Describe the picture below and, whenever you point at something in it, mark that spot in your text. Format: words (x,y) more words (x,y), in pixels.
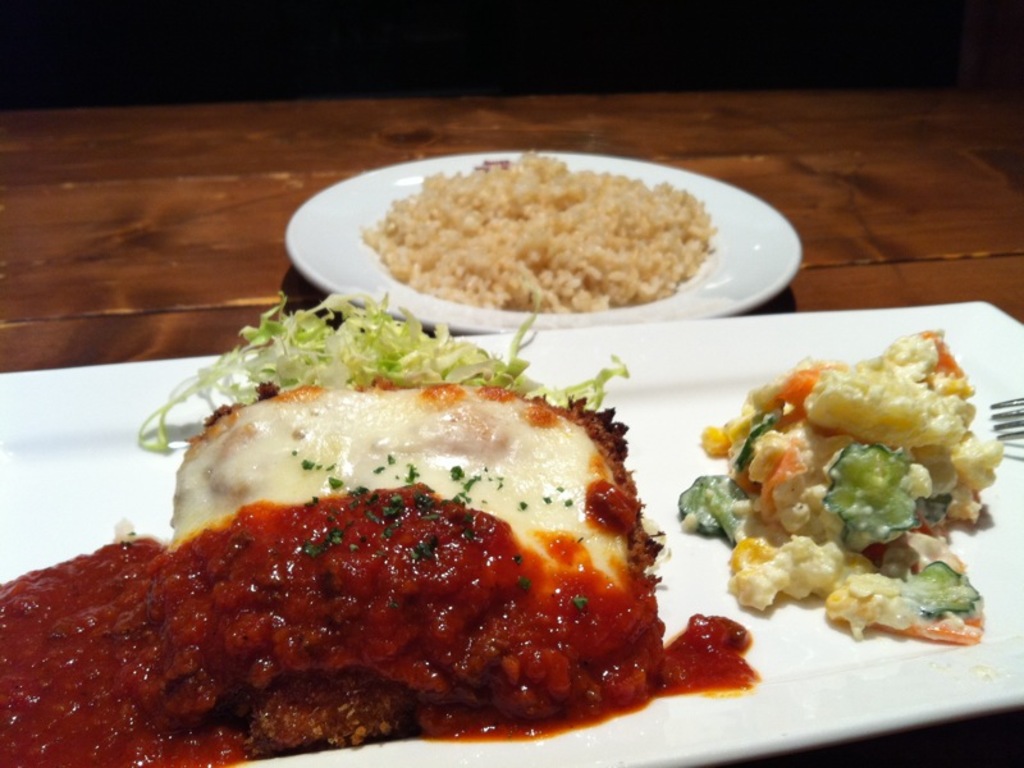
In this image I see white plates (940,646) on which there is food (76,765) which is of red, green, orange and cream in color and I see the fork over here and these 2 plates (560,317) are on the brown surface (506,138) and it is dark over here.
